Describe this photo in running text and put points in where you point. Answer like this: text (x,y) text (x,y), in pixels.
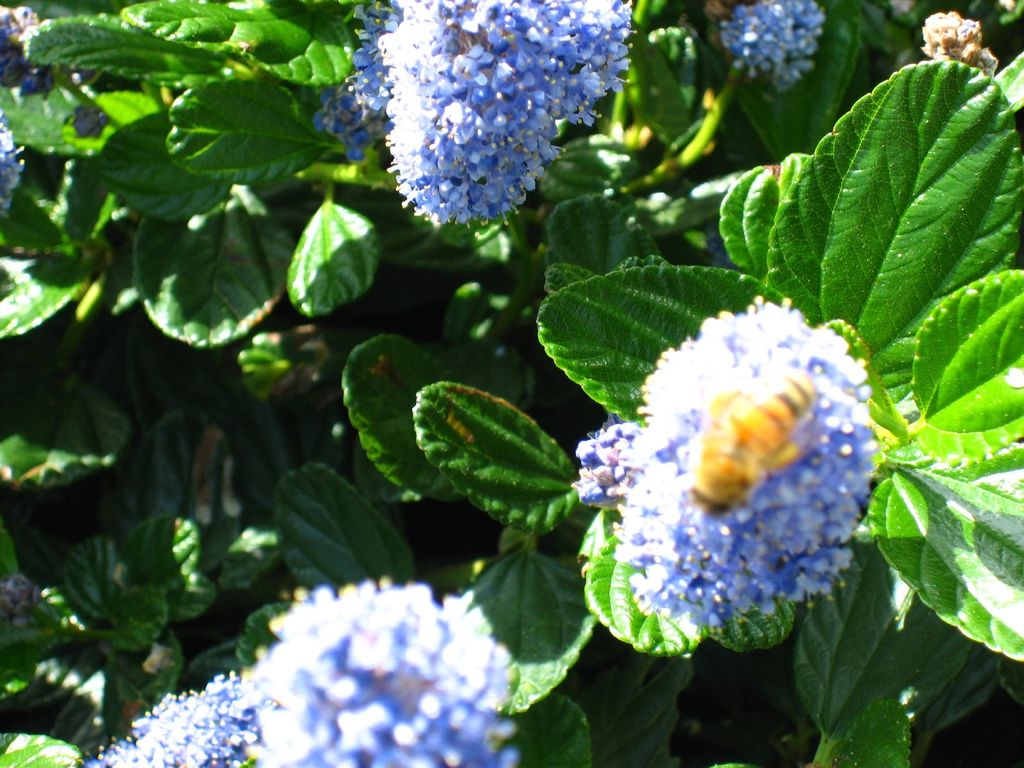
In this image we can see blue color flowers (433,49) to the plants (174,82).
